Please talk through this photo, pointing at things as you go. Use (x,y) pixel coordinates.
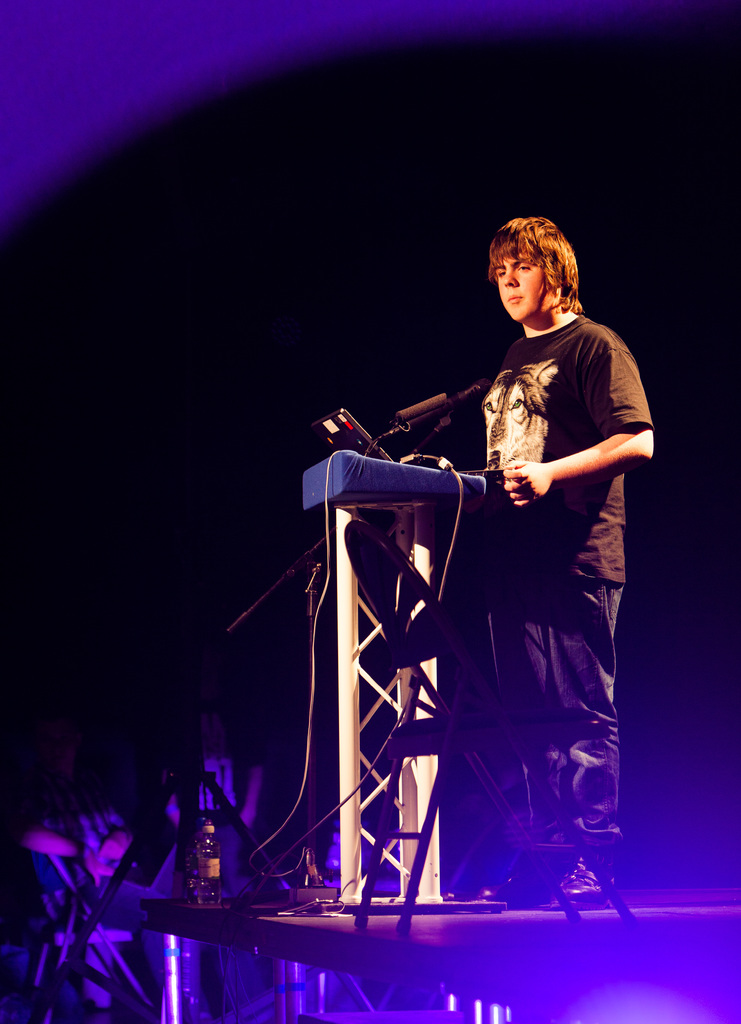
In this image there is a person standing on the stage (334,936), there is a laptop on the podium (372,487), mic (441,398) with a mike stand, bottle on the stage (446,944), and there is dark background (174,271).
